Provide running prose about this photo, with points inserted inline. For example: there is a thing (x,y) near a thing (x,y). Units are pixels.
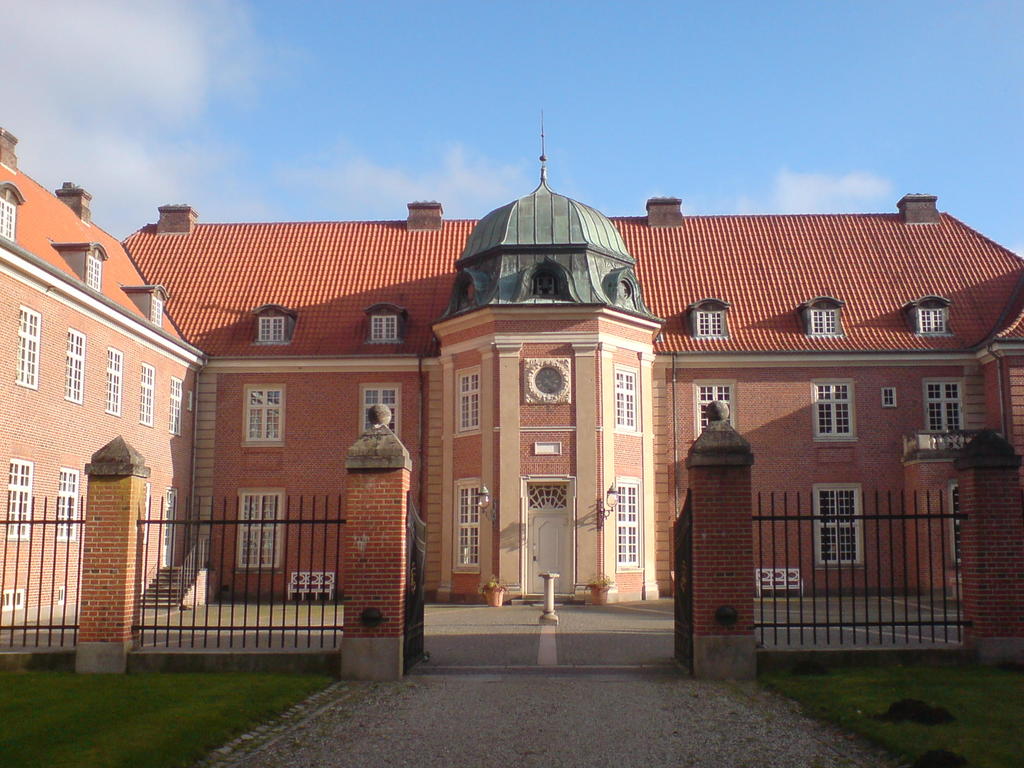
In this image in the front (186,704) there's grass (855,707) on the ground (892,715). In the center (365,449) there is fence (375,569) and there are gates (688,571). In the background (530,367) there is a building (631,356) and the sky (316,80) is cloudy.
